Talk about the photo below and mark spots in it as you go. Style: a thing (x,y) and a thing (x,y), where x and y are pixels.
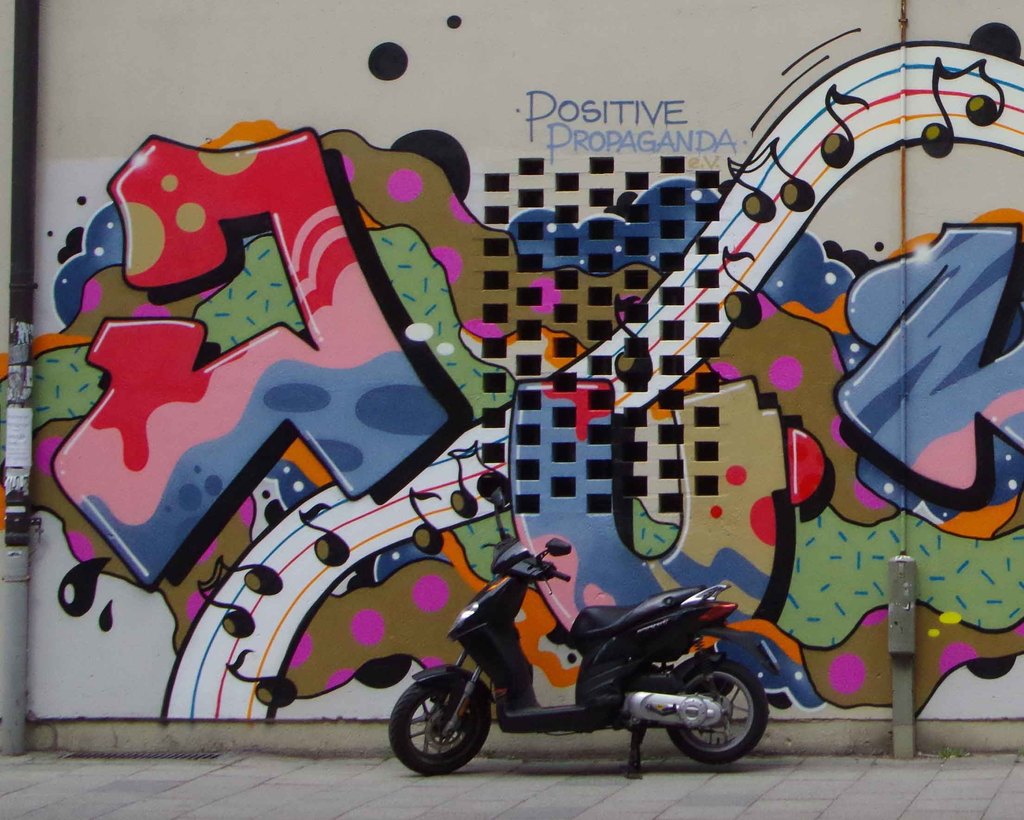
In the picture there is a bike (501,593) present on the road (937,763), beside there is a wall (609,433), on the wall (609,433) there is a painting (431,637).
